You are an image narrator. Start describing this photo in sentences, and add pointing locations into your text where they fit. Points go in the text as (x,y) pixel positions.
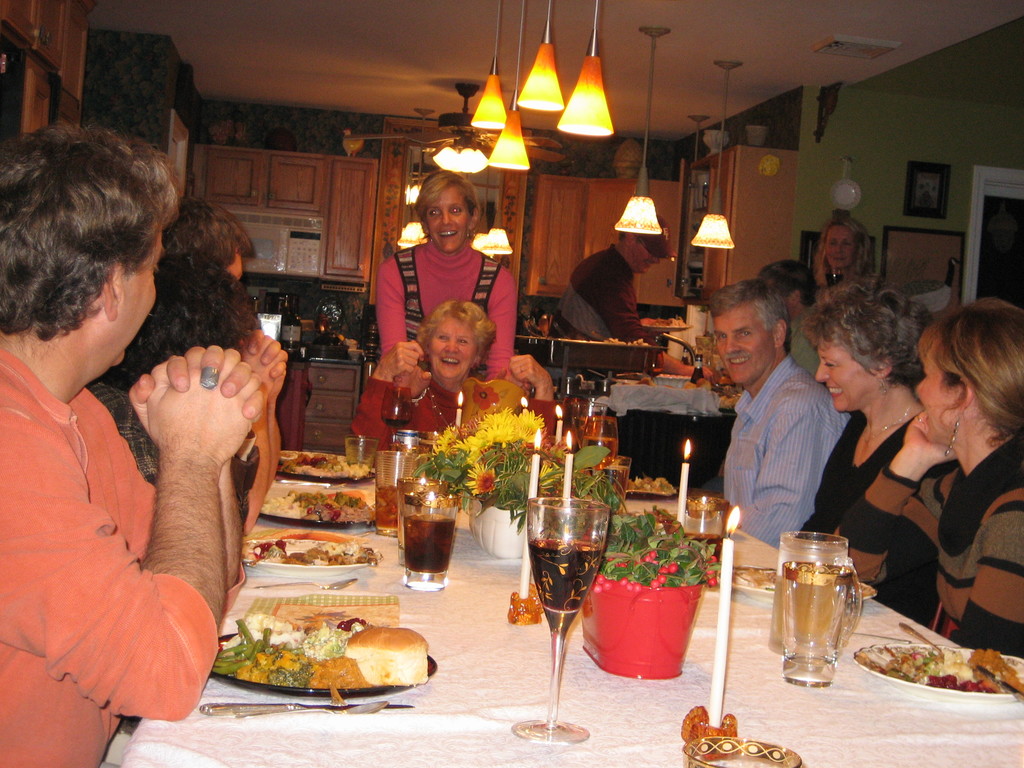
In the image we can see there are people (44,564) sitting on the chair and there are food items (365,645) kept in the plate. There are lighted candles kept on the stand (688,732), there are flowers (595,501) kept in the vase (504,549) and the vase (504,549) is kept on the table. There are water glass (405,477) and wine glass (549,568) kept on the table (577,630). There are people (450,221) standing at the back (498,278) and there are lightings (718,240) on the top (710,250). There is an oven (286,241) kept on the top (306,240).
